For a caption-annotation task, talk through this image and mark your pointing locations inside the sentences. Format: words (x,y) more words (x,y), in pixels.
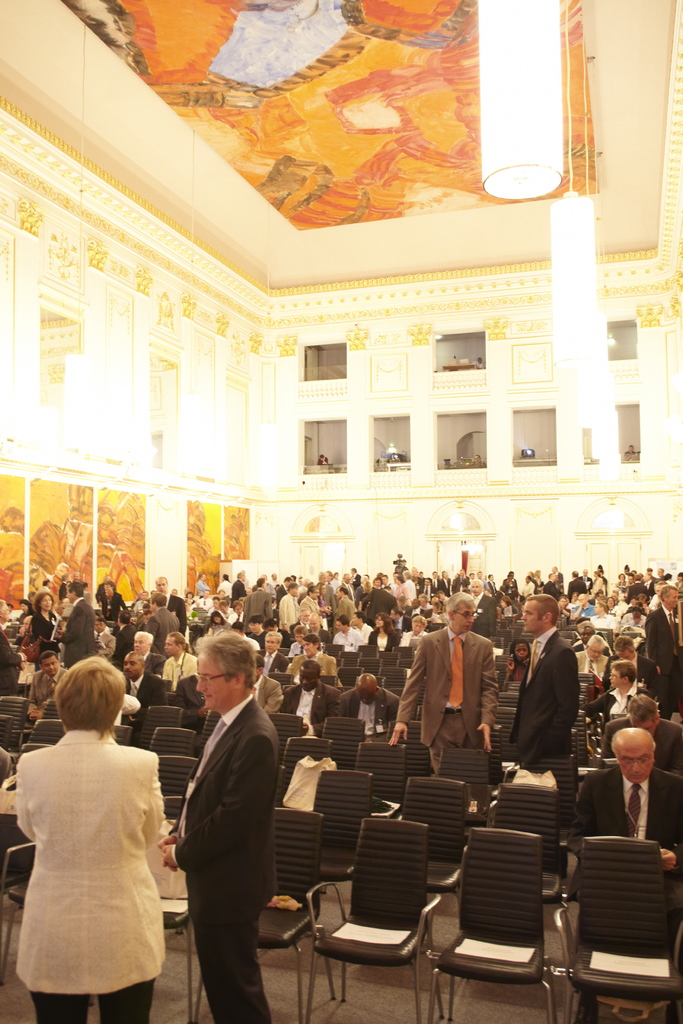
As we can see in the image there is a wall (223,472), many people (250,688) standing and sitting on chairs (329,885).
